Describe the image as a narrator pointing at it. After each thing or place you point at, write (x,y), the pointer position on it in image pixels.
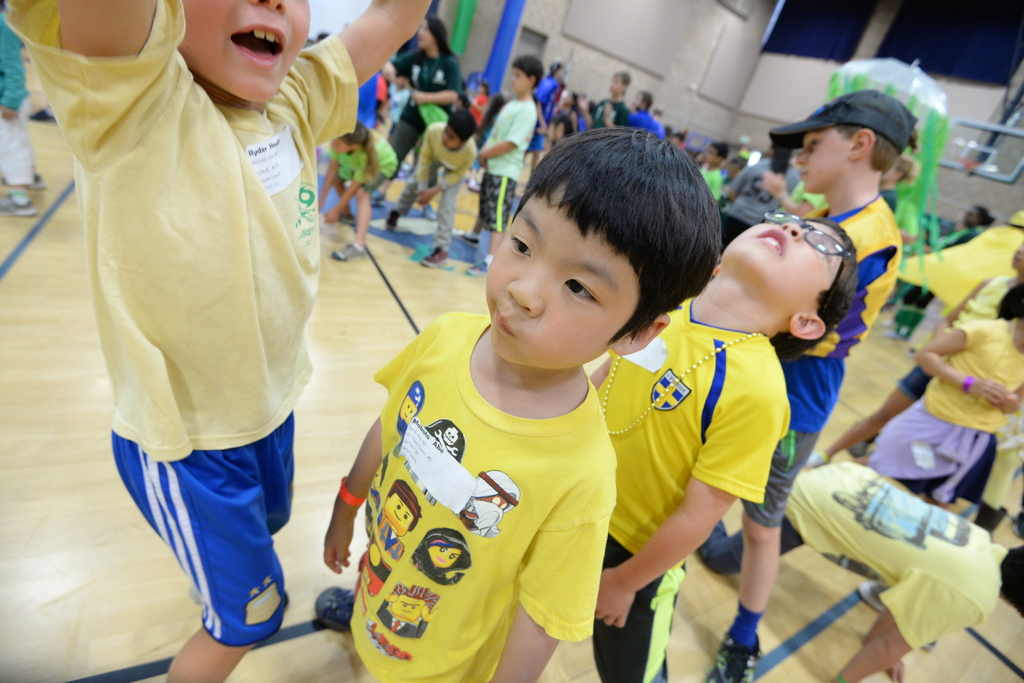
In the foreground of this image (443,473), there are four boys (369,629) standing on the floor (335,634). In the background (620,125), there are persons (482,159), few pipes (509,31) and the wall (712,30) of the hall (397,299).
